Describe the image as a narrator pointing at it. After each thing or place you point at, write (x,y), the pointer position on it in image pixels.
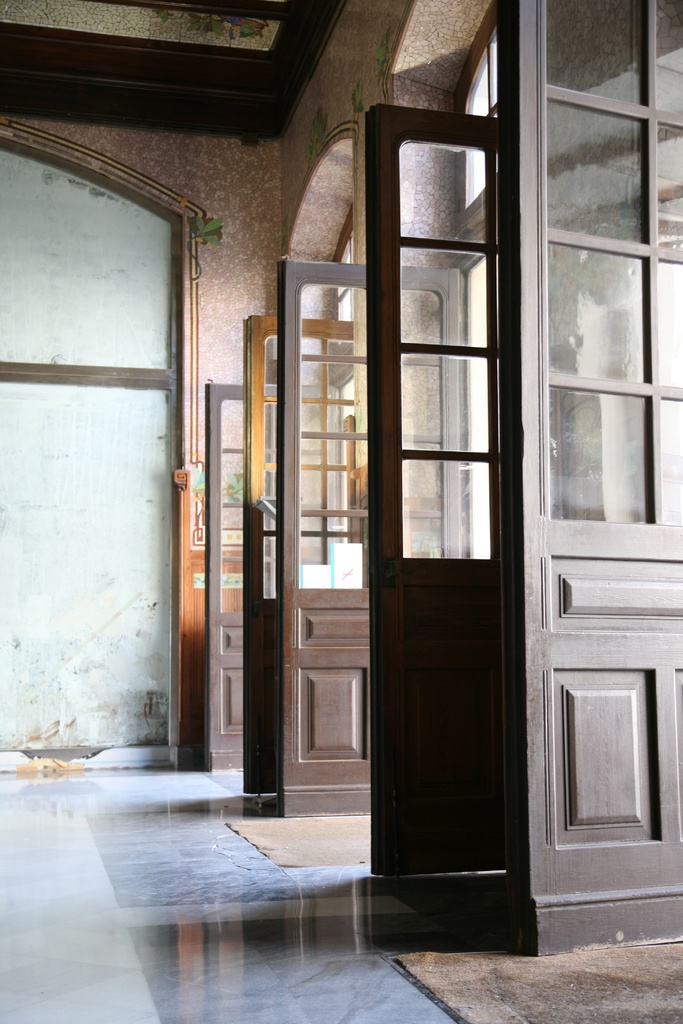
In this image, we can see some doors (303,420). There is a wall (171,564) on the left side of the image (115,519).
